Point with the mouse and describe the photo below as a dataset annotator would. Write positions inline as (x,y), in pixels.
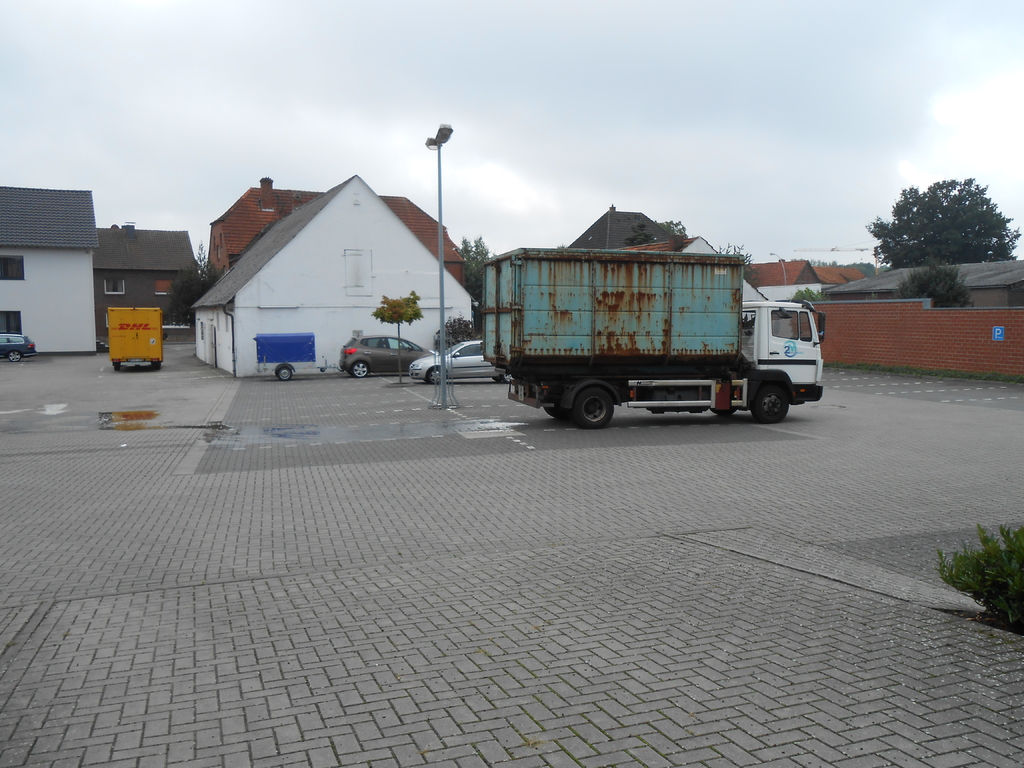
In the center of the image (655,394) there is a pole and truck (573,379) on the road (498,431). In the background (806,225) we can see buildings (325,222), vehicles (312,341), trees (900,240), sky (554,59) and clouds (623,59). At the bottom (796,525) there is a plant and floor (421,638).
